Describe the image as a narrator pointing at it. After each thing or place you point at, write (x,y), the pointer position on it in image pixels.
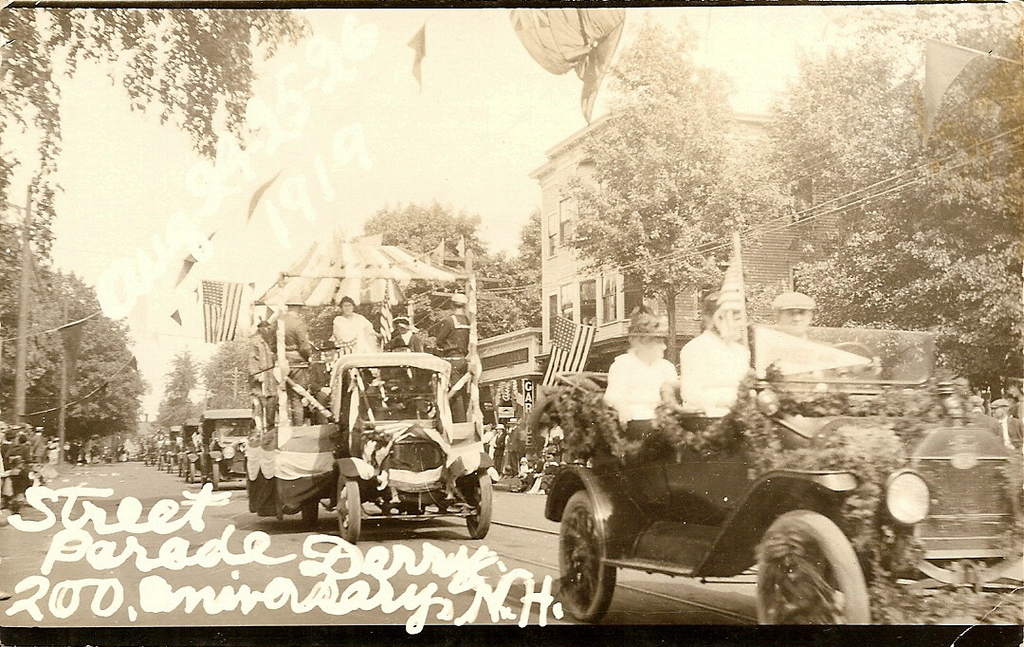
This is a black and white image. On the bottom left (159,549), there is a watermark (378,551). On the right side (976,548), there are persons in the vehicles (235,432), which are on the road (368,577). Beside this road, there are trees (963,296) and buildings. On the left side (50,453), there are persons (39,461) on a footpath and there are trees (62,304). In the background (116,359), there are trees (171,384) and there are clouds (295,91) in the sky (355,71).
